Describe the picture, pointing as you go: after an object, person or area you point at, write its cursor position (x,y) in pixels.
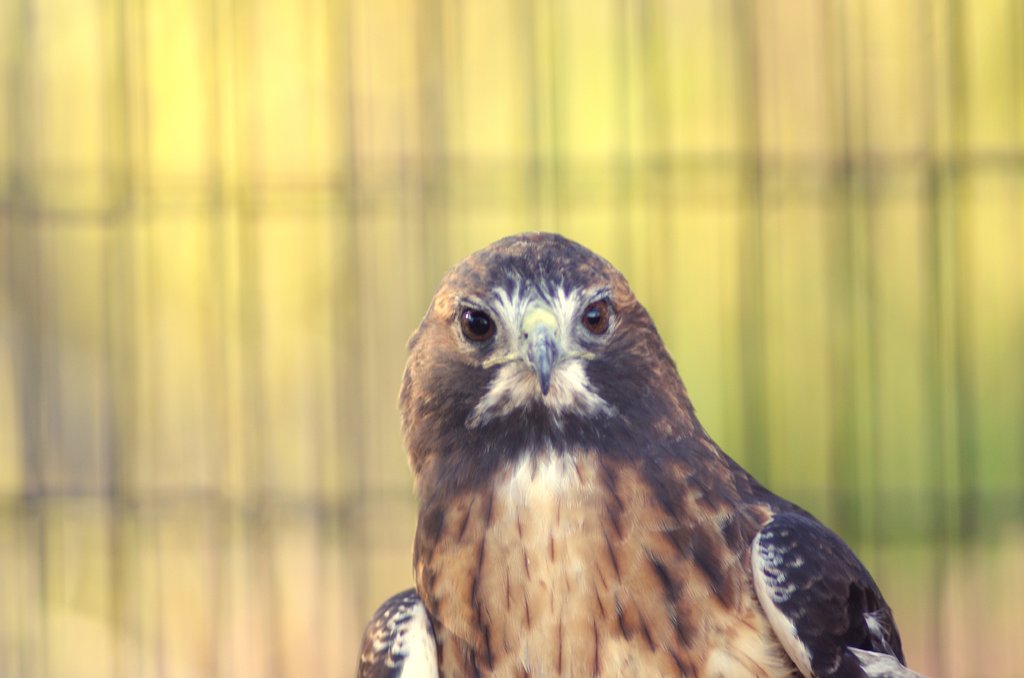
At the bottom of this image (659,579), there is a bird (509,293). And the background (128,237) is blurred.
